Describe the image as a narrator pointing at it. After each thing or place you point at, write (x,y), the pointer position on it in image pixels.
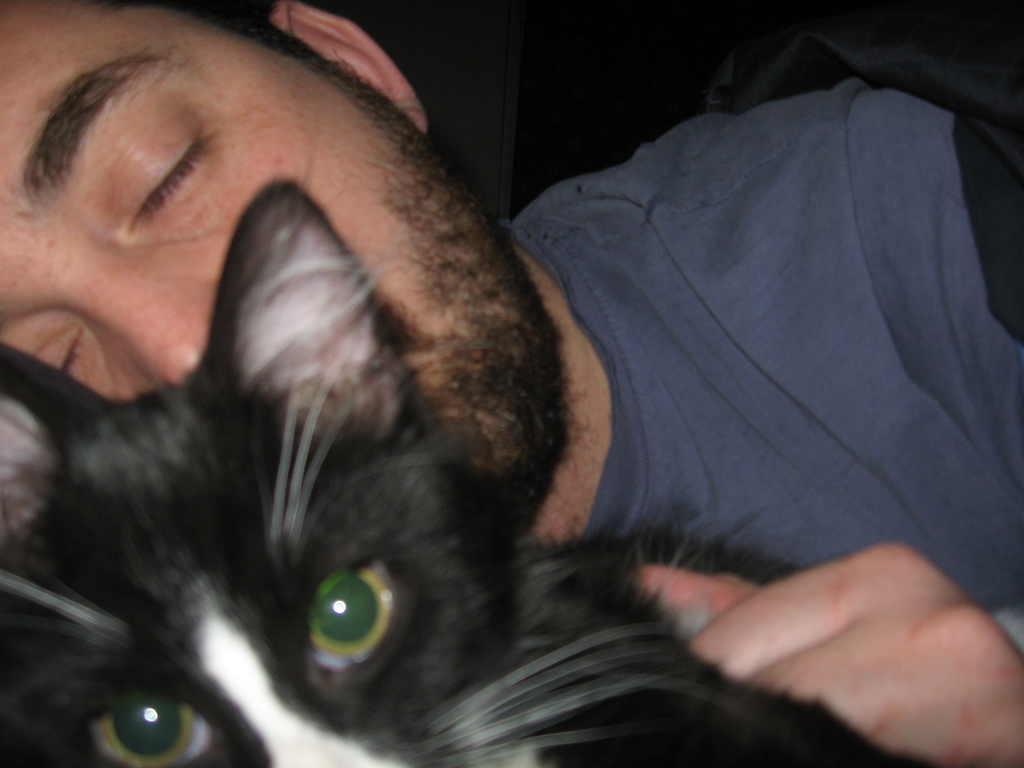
This picture contains a man (665,269) who is wearing blue t-shirt (885,330) is carrying black cat (683,643) in his hand (787,674) and I think he is lying on bed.
